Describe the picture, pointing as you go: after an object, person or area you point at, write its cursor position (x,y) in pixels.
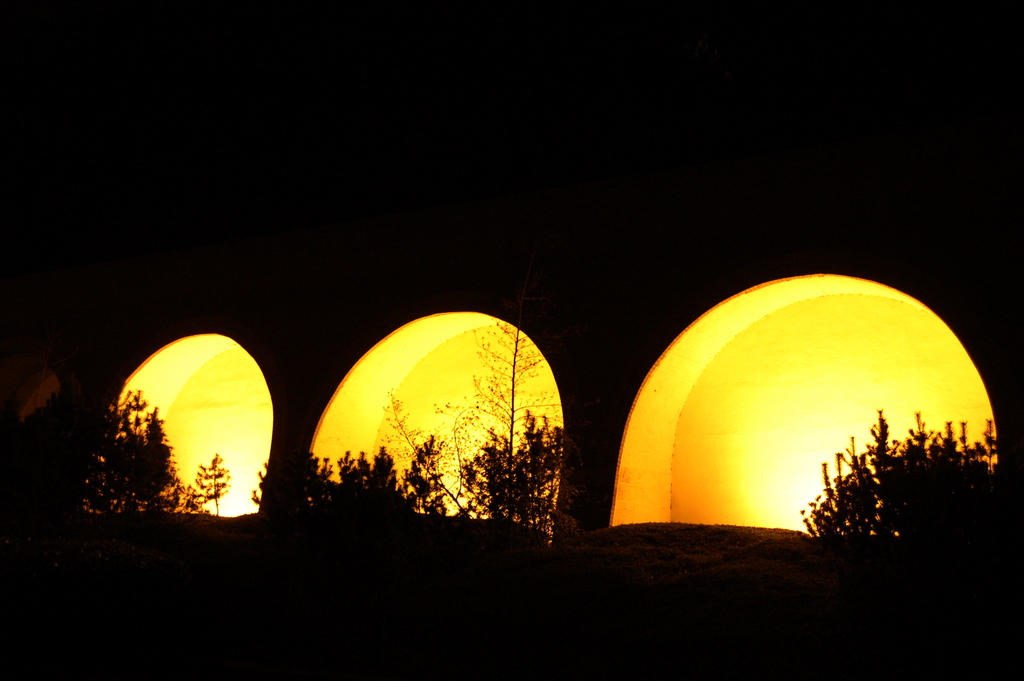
In this picture we can see lights (822,459) on the wall (720,433), beside that we can see the plants (911,473). At the top (636,127) there is a darkness (337,130).
